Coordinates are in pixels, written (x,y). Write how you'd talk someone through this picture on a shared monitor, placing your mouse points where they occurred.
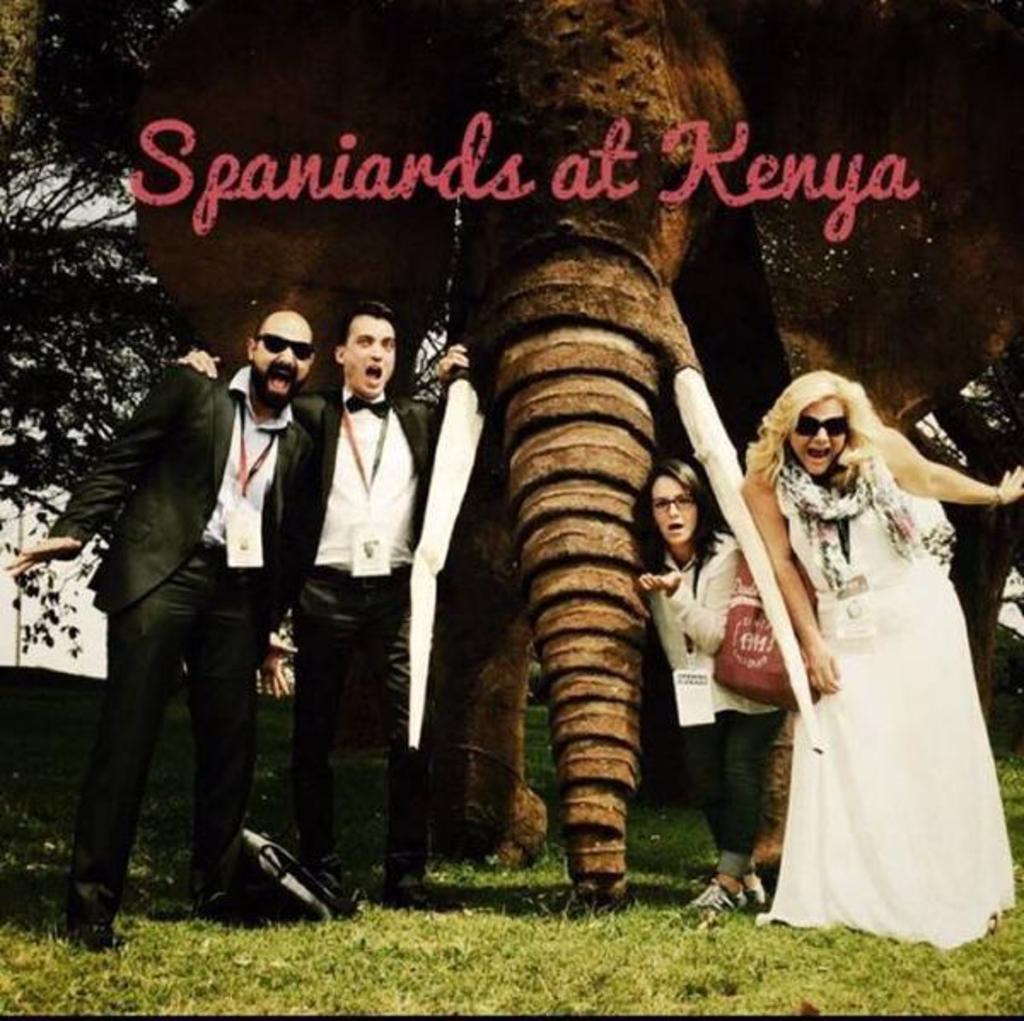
In this image there is a man (200,486) standing, another man (327,398) standing, an elephant statue (746,330), 2 women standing and smiling in the grass (392,927), there is a bag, and at the back ground (1,53) there is a tree (44,465).
